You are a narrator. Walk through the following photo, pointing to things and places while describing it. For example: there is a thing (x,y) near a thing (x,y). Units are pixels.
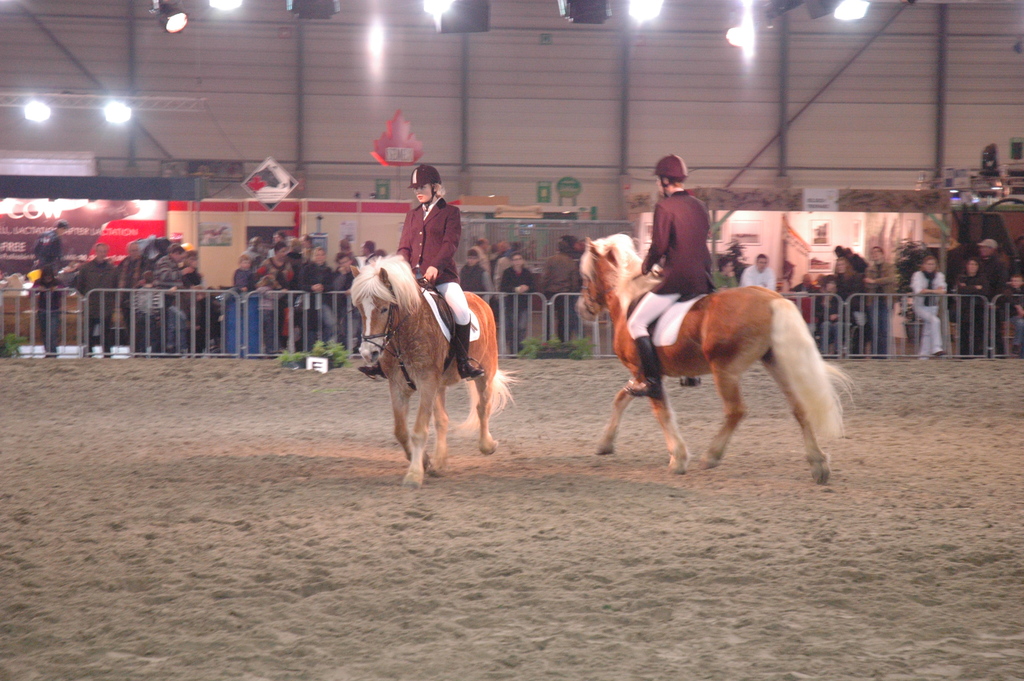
In this image I can see two people (456,354) sitting on the horses (720,339). I can see these horses (444,408) are in cream and brown color. In the background (263,347) I can see the group of people (201,336) standing at the railing (262,309). I can see these people (213,316) are wearing the different color dresses (347,314). I can see the boards (202,243) to the wall (248,173) and there are lights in the top (376,14).
